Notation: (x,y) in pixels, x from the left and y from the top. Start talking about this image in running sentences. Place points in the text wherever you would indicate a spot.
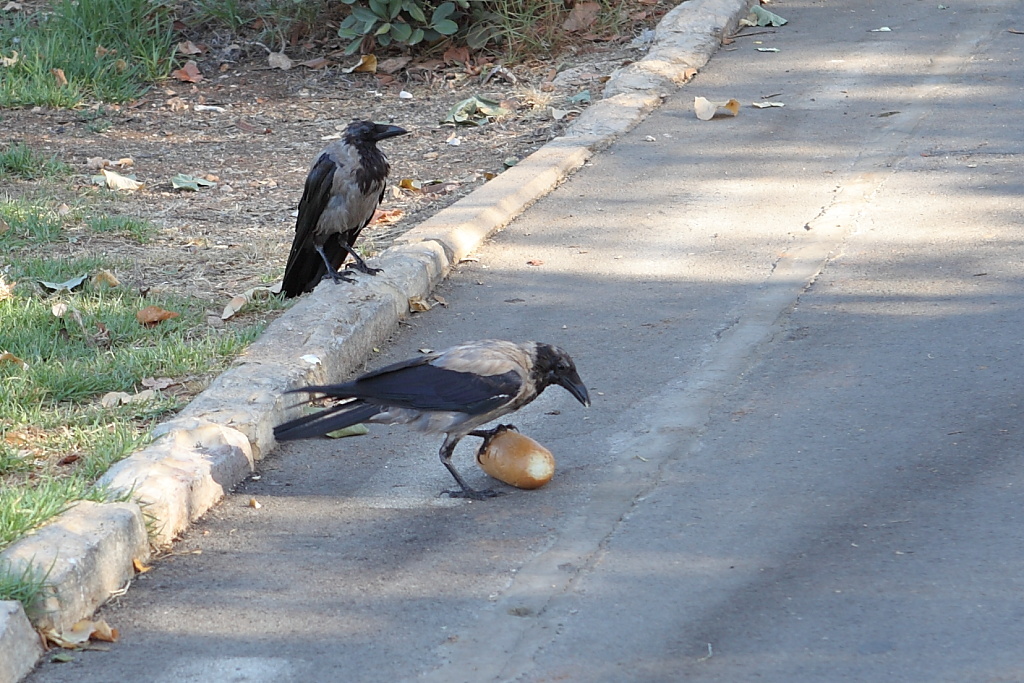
In this image we can see two birds (446,418) and a food item (488,447). In the top left (71,86), we can see the grass (88,80), plants (381,31) and dried leaves (492,62).
